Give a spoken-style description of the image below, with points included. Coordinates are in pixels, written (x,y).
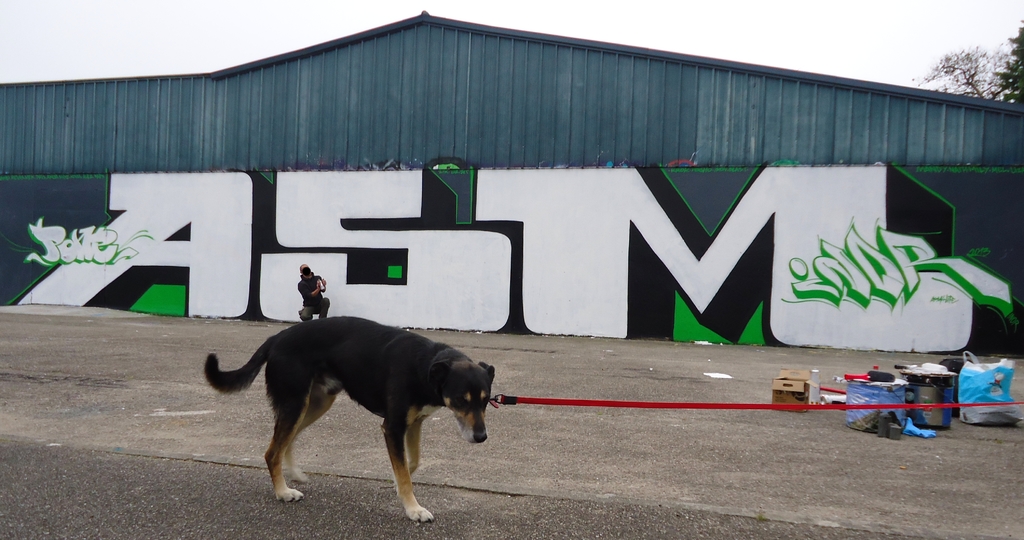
In this picture, we can see a shed (665,281) and some art (763,343) on it, we can see a person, dog (308,334) with a belt (840,408), and we can see the ground (735,371) with some objects (990,382) on it like bags (998,396), containers (872,412), bottles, and we can see some trees (977,61) and the sky (342,20).
